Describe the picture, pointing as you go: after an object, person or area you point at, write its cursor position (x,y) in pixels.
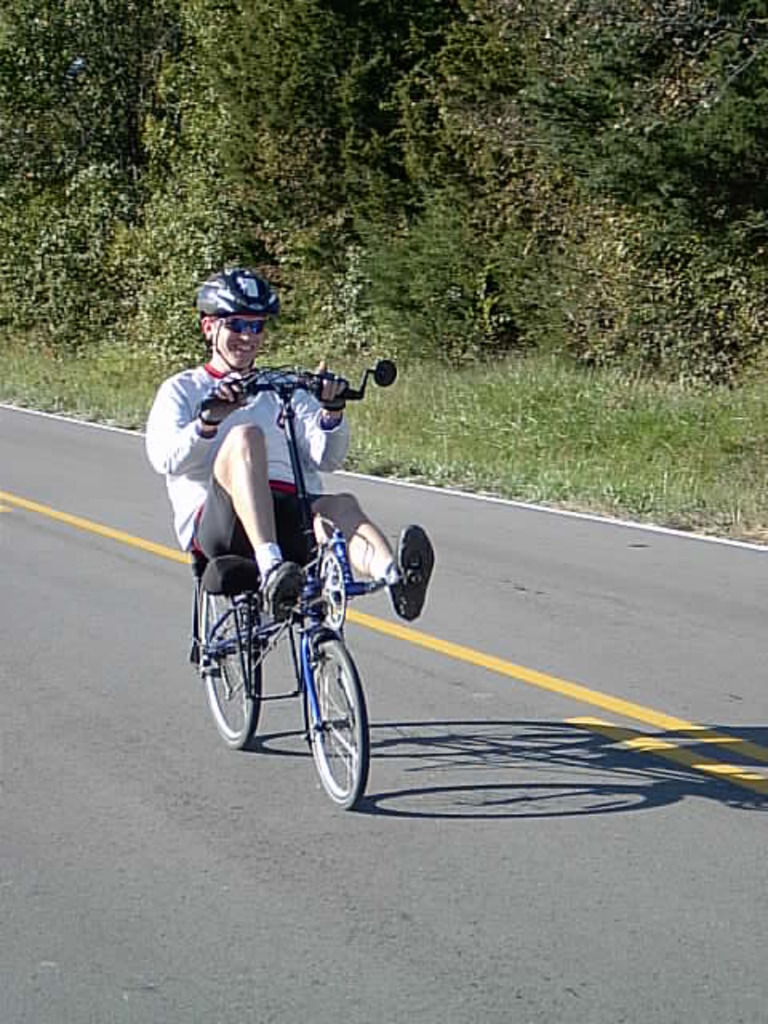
This picture shows a man (250,448) riding bicycle (341,651). He wore a helmet (237,301) on his head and we see trees (560,49) and grass (521,404).
